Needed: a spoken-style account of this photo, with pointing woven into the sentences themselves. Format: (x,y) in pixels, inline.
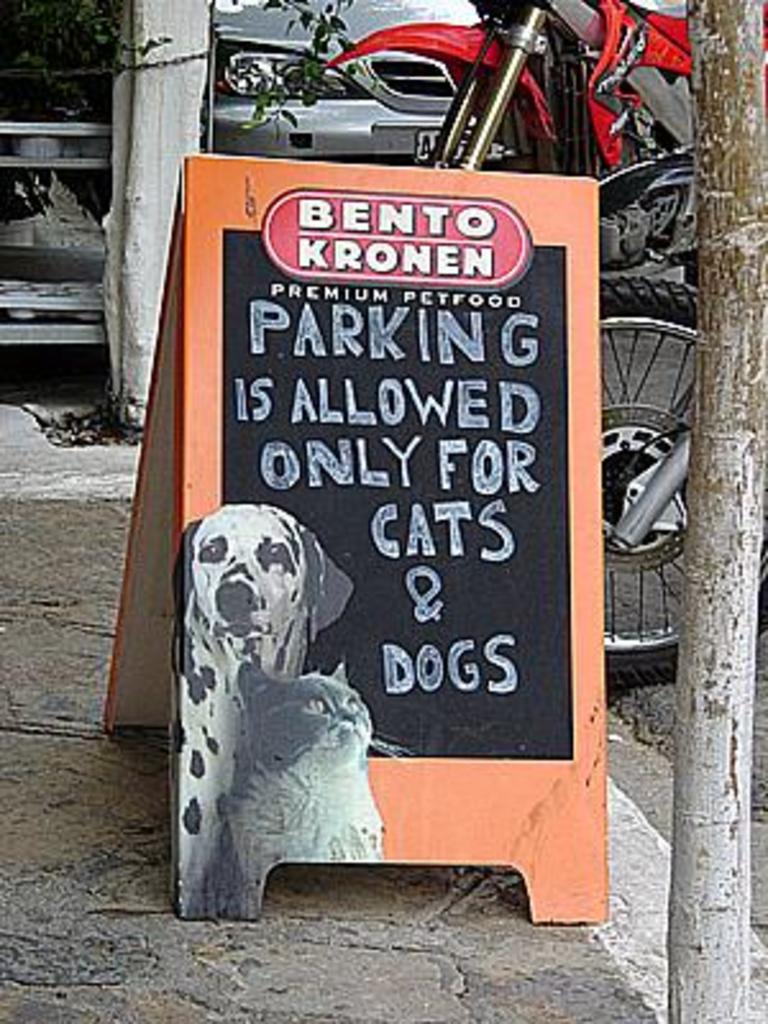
In the foreground of this image (324,583), there is a board (330,626) on the pavement (467,959). We can also see two wooden poles (730,747), a motor bike (544,85) and the car (359,103) at the top (361,87).
